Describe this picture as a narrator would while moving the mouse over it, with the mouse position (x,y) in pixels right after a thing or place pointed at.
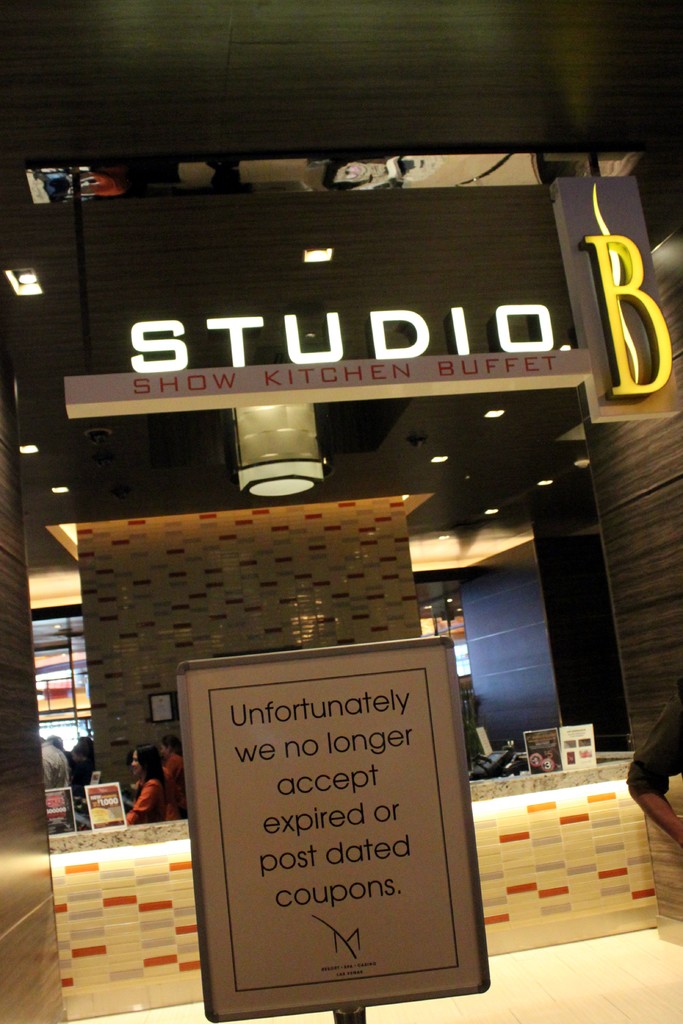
In this image we can see there are boards (329,858). In the background (401,310) there is a store (340,600), people (167,813), ceiling (253,499), lights (315,456). On the right side (646,810) we can see the hand (669,827) of a person (631,773).
